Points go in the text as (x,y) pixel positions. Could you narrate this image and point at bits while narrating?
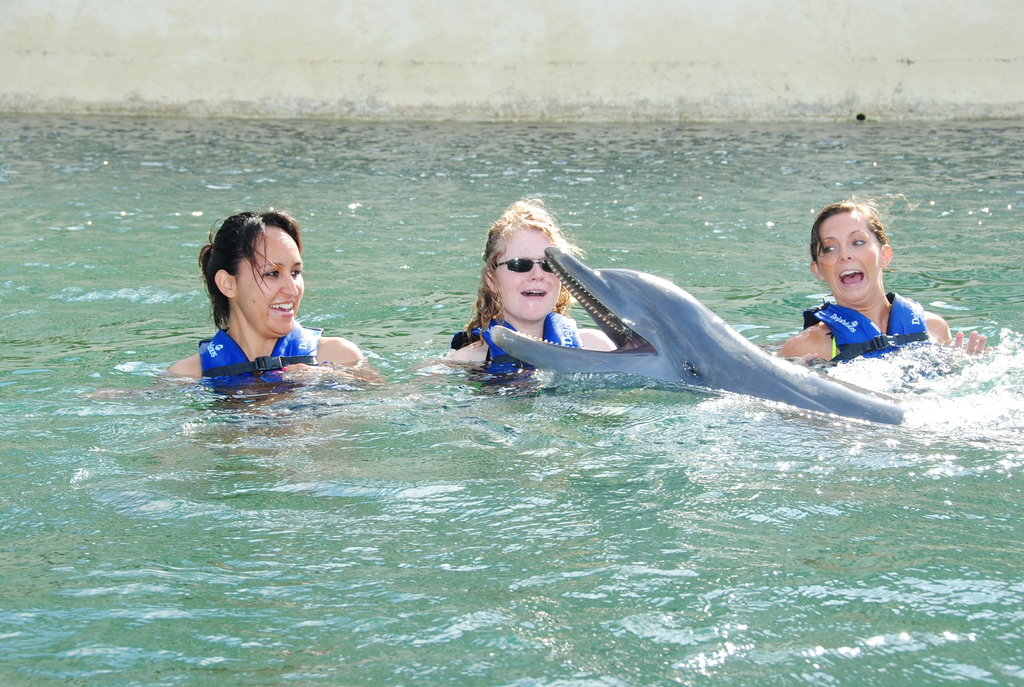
In this picture, we see a dolphin (686,362) is swimming in the water (318,321). Beside that, we see three women (306,331) are swimming in the water (49,351) and they are smiling. At the bottom (368,541), we see water (435,300) and this water (517,575) might be in the pool (508,596). In the background (348,92), we see a wall (271,63).
